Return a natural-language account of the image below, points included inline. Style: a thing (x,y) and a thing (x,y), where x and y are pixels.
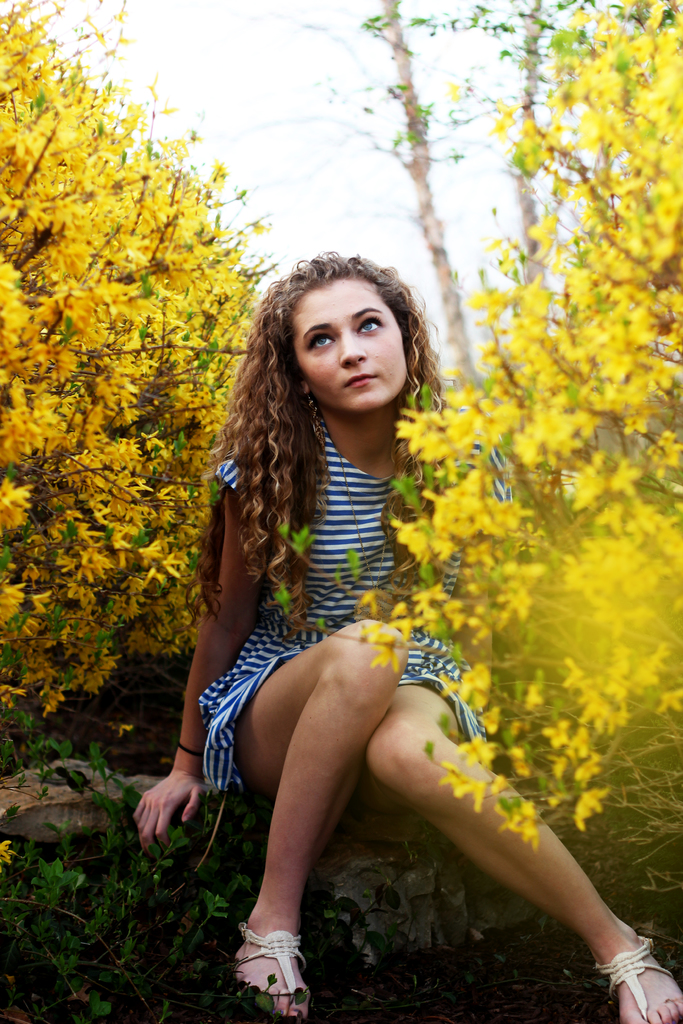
In this image there is a girl (264,527) sitting on the stone (92,806). There are yellow flowers (631,640) on either side of her. At the bottom (98,927) there are green plants (106,919).
